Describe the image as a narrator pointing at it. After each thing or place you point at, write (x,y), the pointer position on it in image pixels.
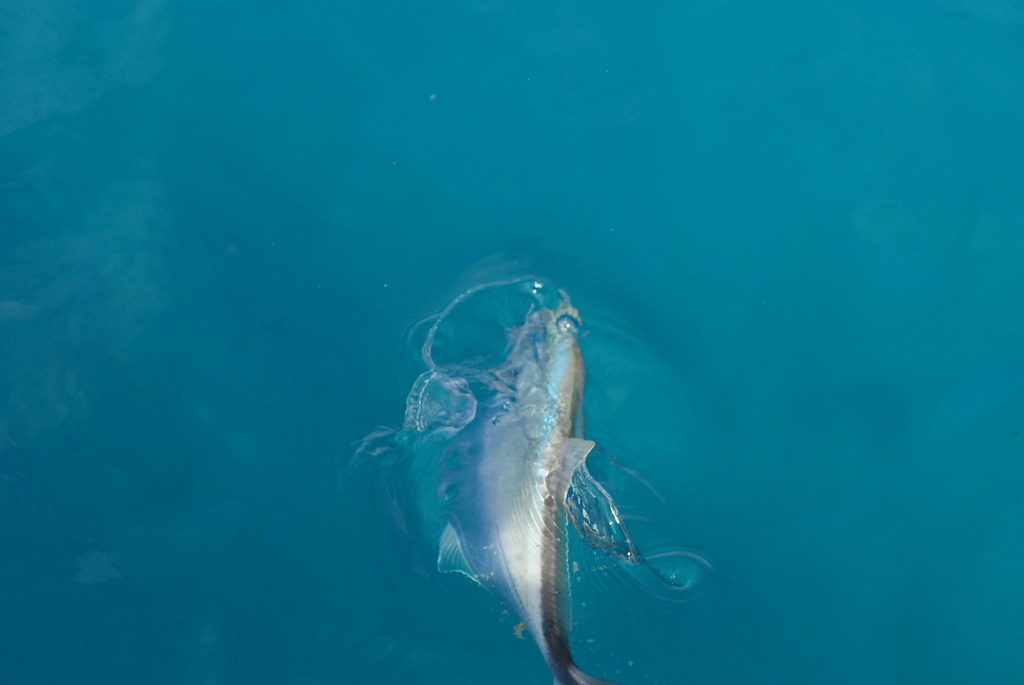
In this picture we can see a fish (539,408) in the water (621,466).
